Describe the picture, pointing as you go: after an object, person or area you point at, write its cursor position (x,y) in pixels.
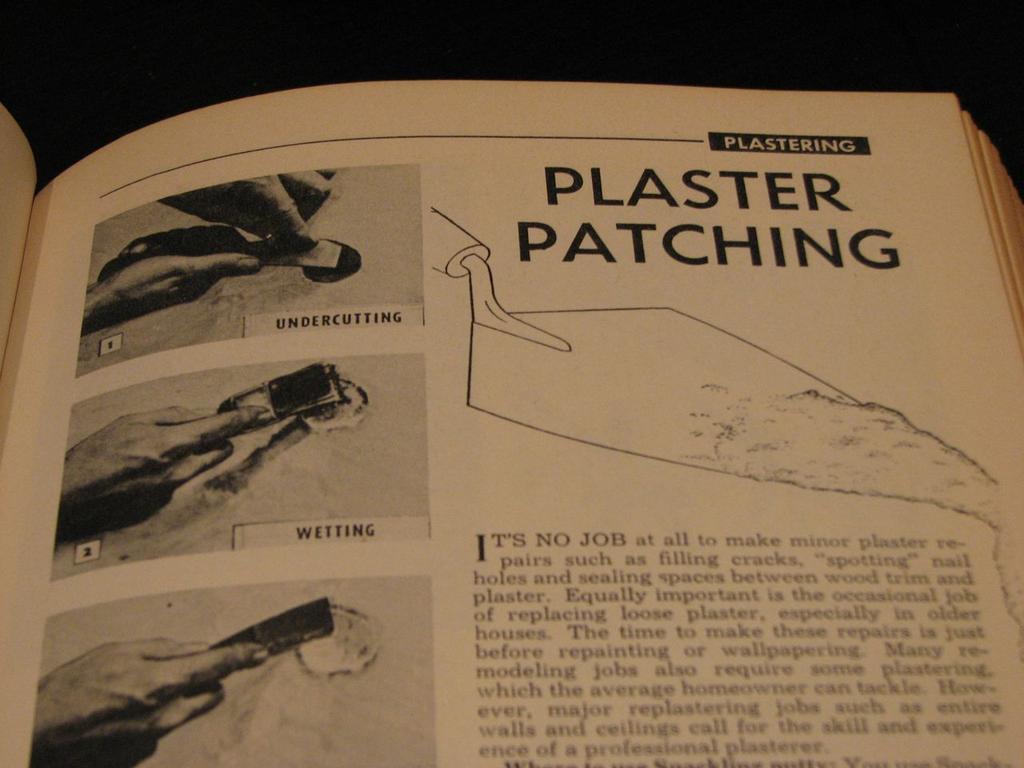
This is book (670,466), this is hand (163,702).
